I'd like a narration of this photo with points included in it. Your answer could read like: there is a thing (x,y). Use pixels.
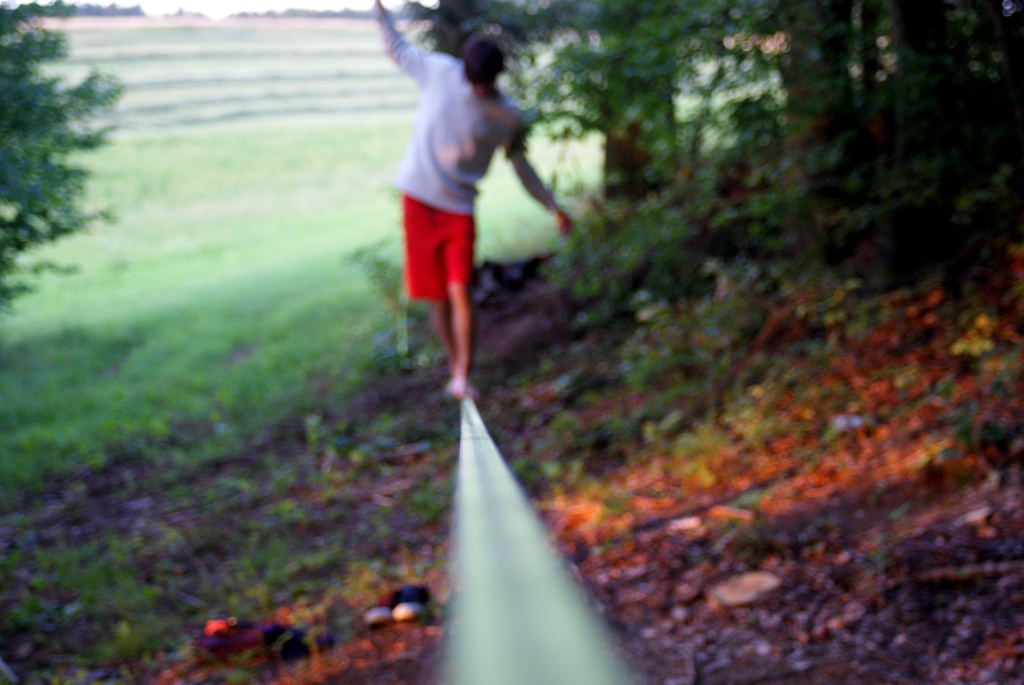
In this picture we can see a man (487,137) is walking on the slackline (488,448), in the background (642,135) we can see few trees (655,143) and grass (184,207).
